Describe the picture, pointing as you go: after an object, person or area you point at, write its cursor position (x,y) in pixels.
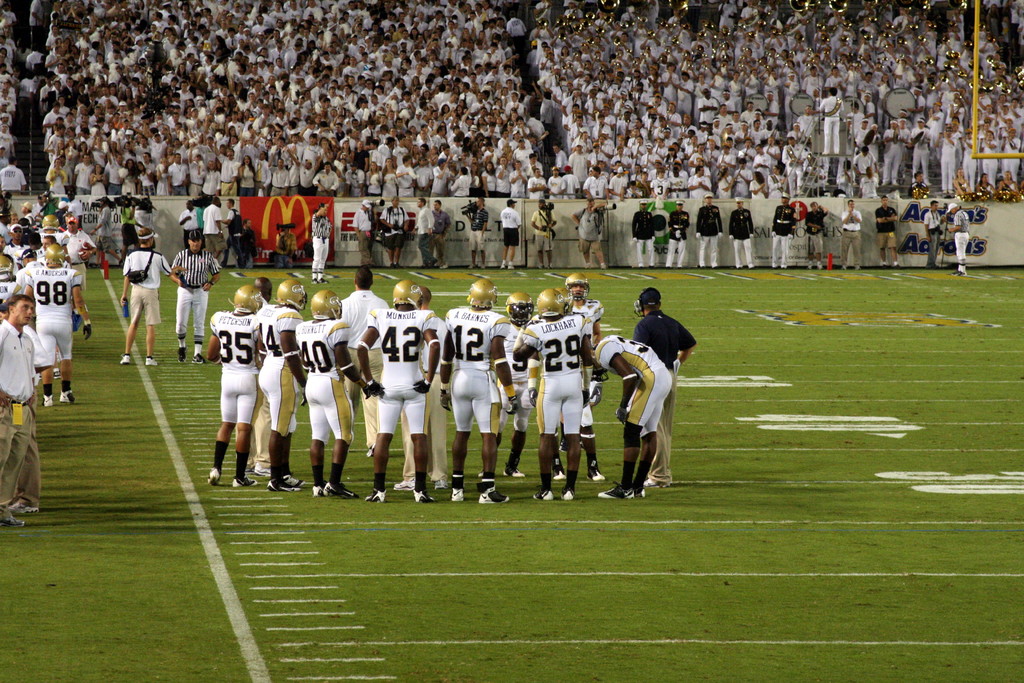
In this image there is a ground (535,508) on which there are football players (413,402). In front of them there are so many spectators (413,127) who are standing in the stadium (523,137) and watching them. On the right side (977,114) top there is a pole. There are few people (447,233) standing near the boundary (348,231). On the ground (843,566) there is grass (951,596).
